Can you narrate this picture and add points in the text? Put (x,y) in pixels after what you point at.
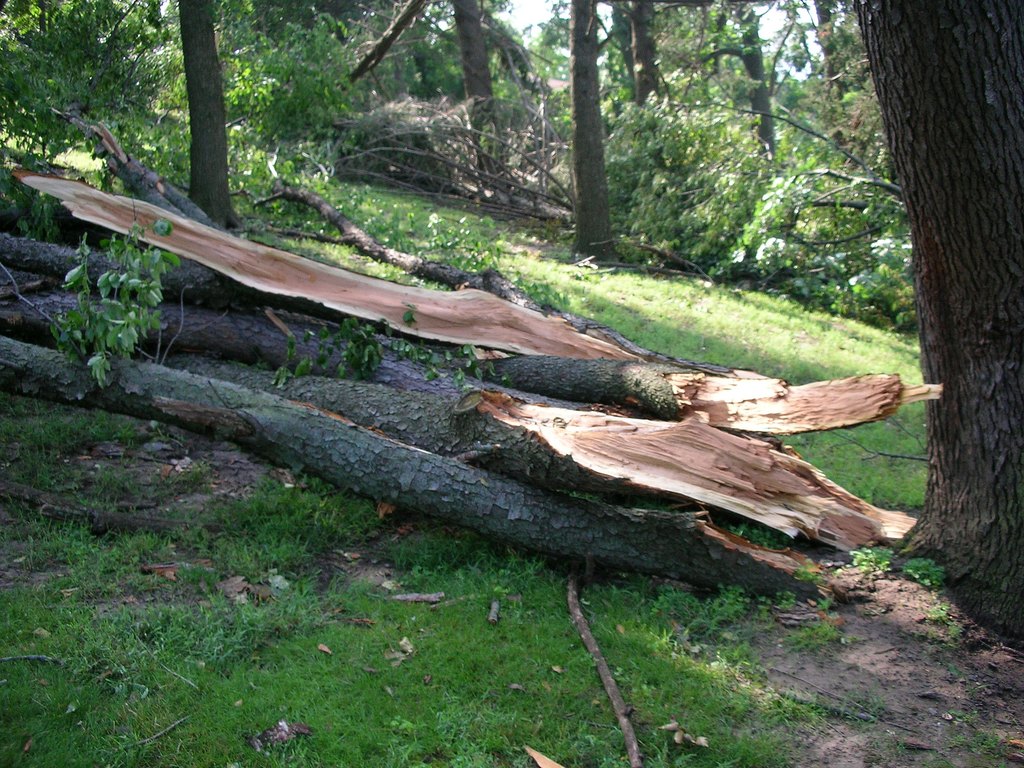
In this image I can see the ground (844,629), some grass (487,667) on the ground (259,625) and few wooden logs (340,422) which are cream, brown and black in color. In the background (748,121) I can see few trees (284,52) and the sky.
